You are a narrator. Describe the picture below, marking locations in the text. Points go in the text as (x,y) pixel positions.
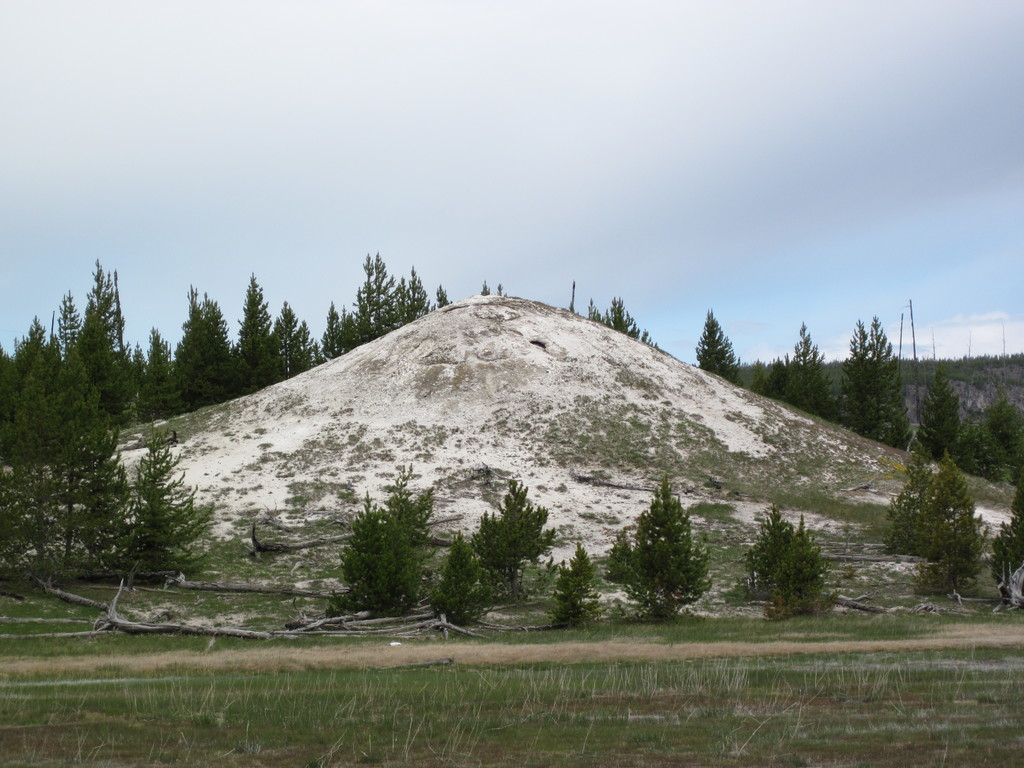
In this picture we can see few sticks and grass (594,676) on the ground (728,689) and in the background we can see trees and the sky (147,291).
